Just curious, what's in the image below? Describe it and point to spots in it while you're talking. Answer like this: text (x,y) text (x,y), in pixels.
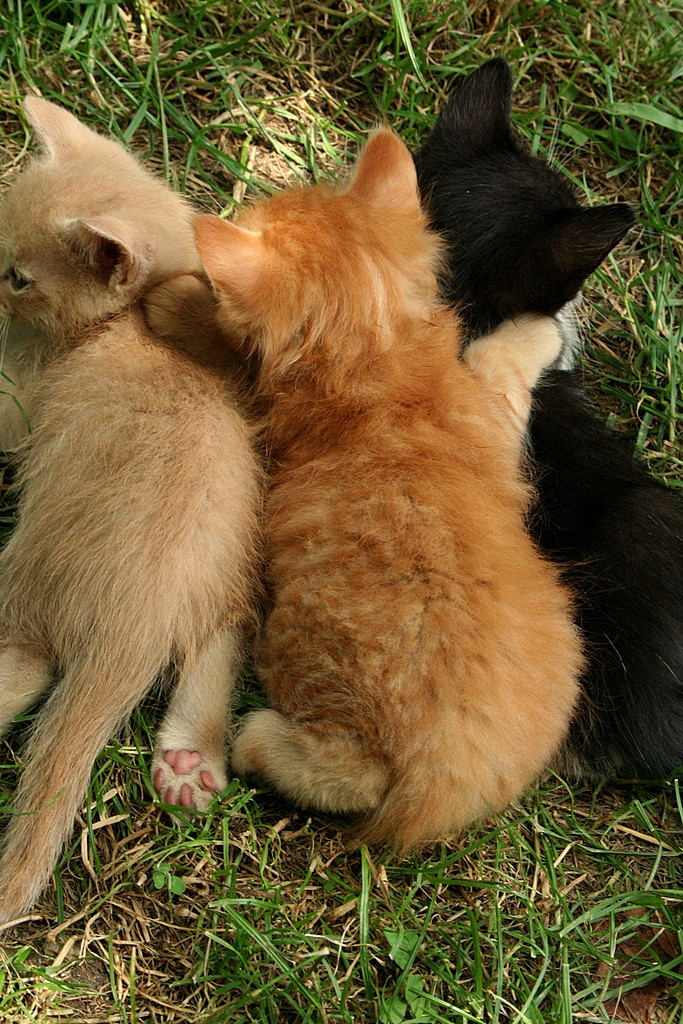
In this picture I can see cats (440,517) lying on the ground (325,66). The cat (537,304) on the right side (619,630) is black in color. I can also see the grass (274,85).
